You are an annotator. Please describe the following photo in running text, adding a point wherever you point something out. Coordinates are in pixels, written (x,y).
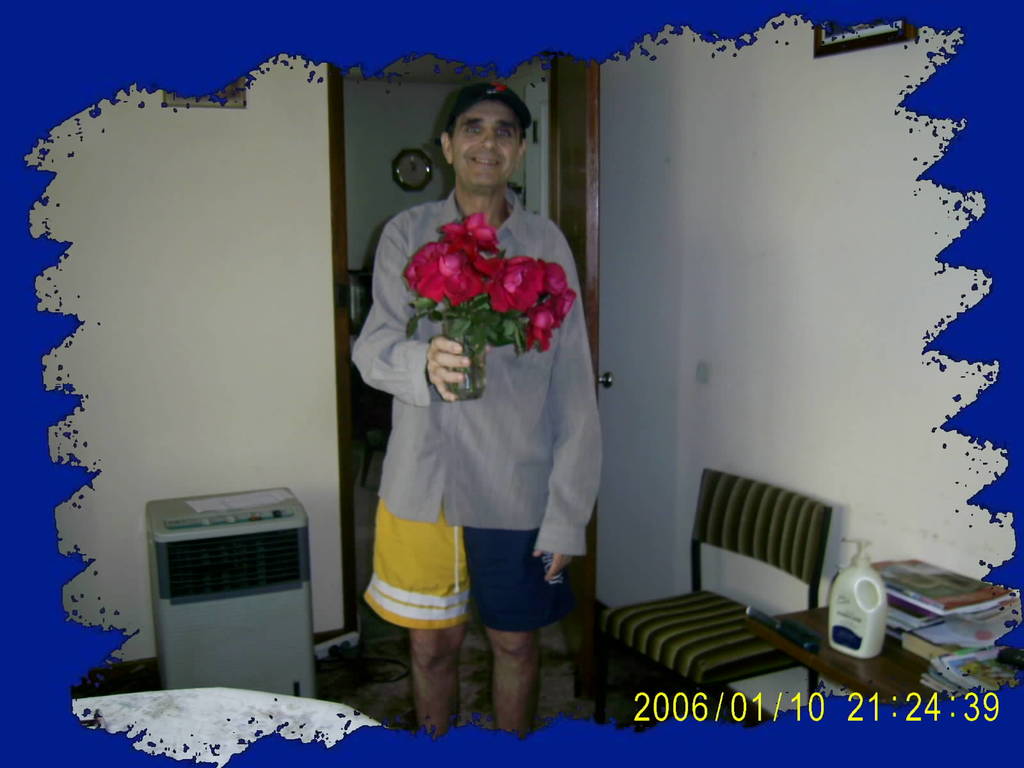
In this picture we can see a man (479,124). He is holding a flower vase (542,304) with his hand (442,345). This is chair (713,632) and there is table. On the table (934,681) there are books (911,601) and a bottle (858,627). This is wall (729,221) and there is a door (600,171).
